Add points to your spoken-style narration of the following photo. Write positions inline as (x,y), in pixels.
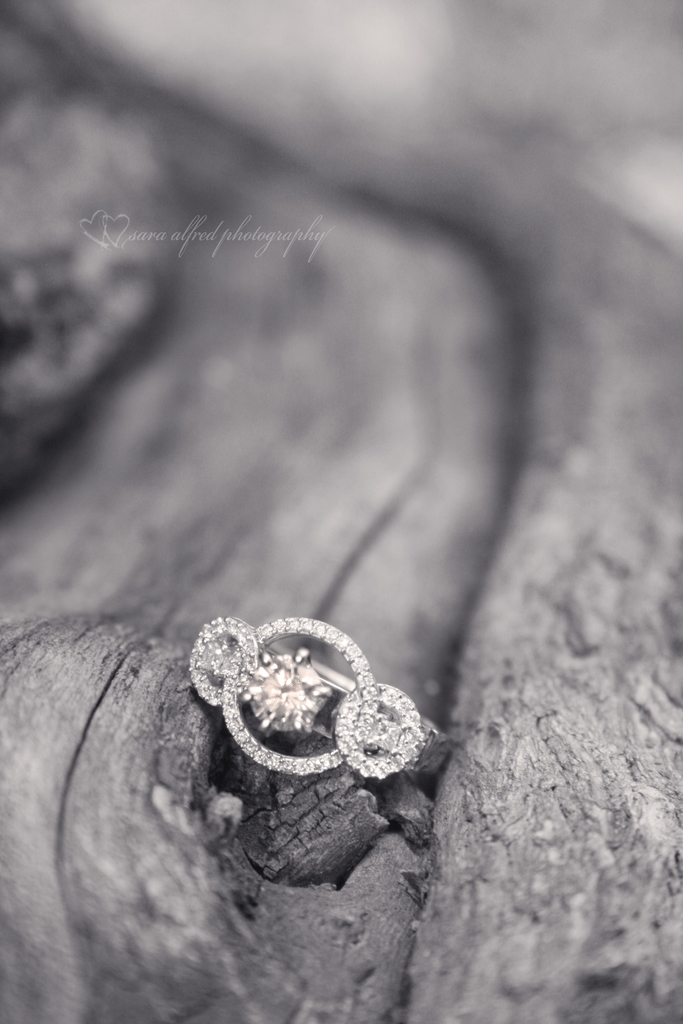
In the picture we can see a wooden substance (571,626) with a finger ring (349,653) on it with full of diamonds (330,634) to it.
